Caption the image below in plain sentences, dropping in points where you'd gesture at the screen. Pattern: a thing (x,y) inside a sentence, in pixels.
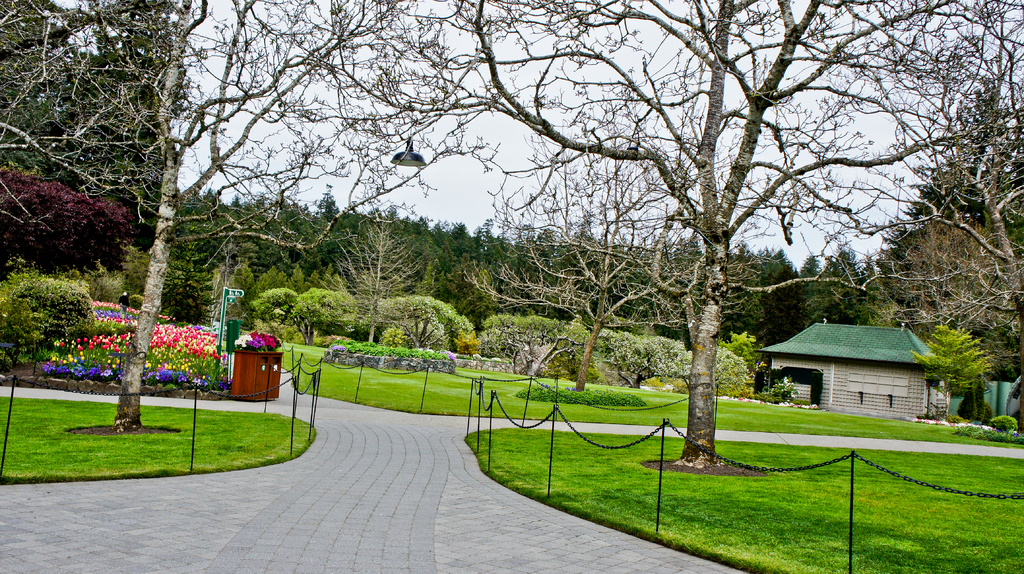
In this image we can see grassy land (517,486), flower plants (154,364), trees (327,274), road (420,481), fencing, cupboard (259,370), sign board (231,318), light (415,156) and house (848,363). The sky (754,156) is in white color.
